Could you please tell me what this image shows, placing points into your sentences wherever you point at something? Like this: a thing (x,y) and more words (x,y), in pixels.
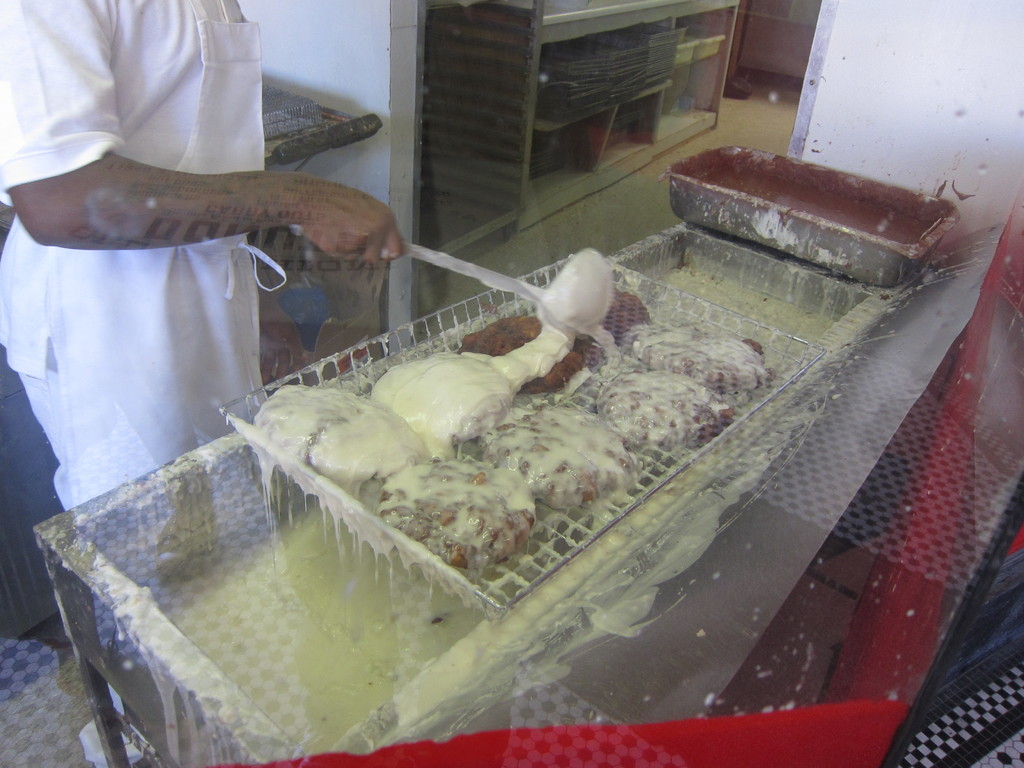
In this image I can see in the middle (598,405) there are food items (599,447). In the left hand side (207,178) top a person (182,245) is standing and making the food items (484,432), this person (153,256) is wearing the white color dress (156,271). It look like a kitchen room (341,302).
